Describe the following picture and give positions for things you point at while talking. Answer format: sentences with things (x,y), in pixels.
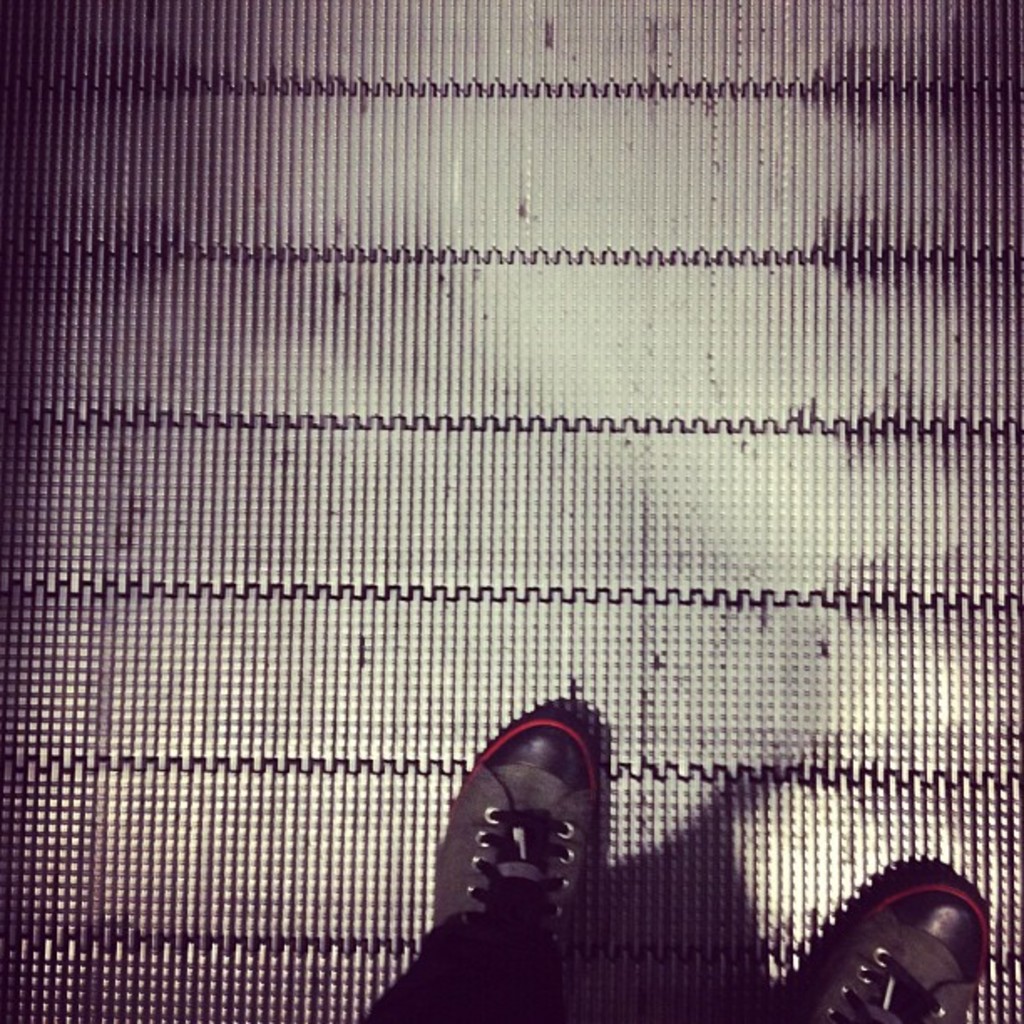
In this image we can see a person's leg (497,920) and he is wearing shoes (895,928) is standing on the floor (477,558).
